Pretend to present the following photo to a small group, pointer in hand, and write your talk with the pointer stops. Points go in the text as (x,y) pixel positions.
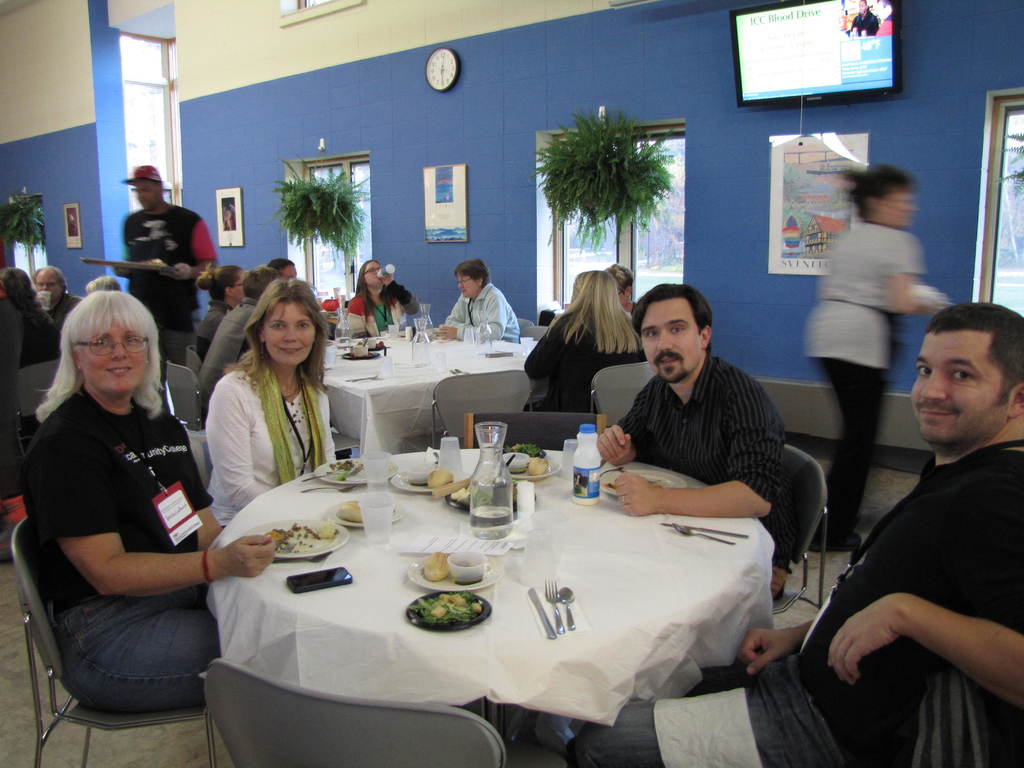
In this image there are two women (123,518) sitting on chair (27,573) at the left side (251,553). Two men (641,441) are sitting at the right side (760,392) before a table (557,667) having plates (485,609), knife (529,595), fork (555,602), spoon (567,588), jar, bottle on it. Few people (23,300) are sitting at the backside of them. A person (133,274) wearing a black shirt (175,258) and a cap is standing. There are few plants (609,171) at backside of them. A clock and a screen (848,104) is fixed to the wall (589,62).
